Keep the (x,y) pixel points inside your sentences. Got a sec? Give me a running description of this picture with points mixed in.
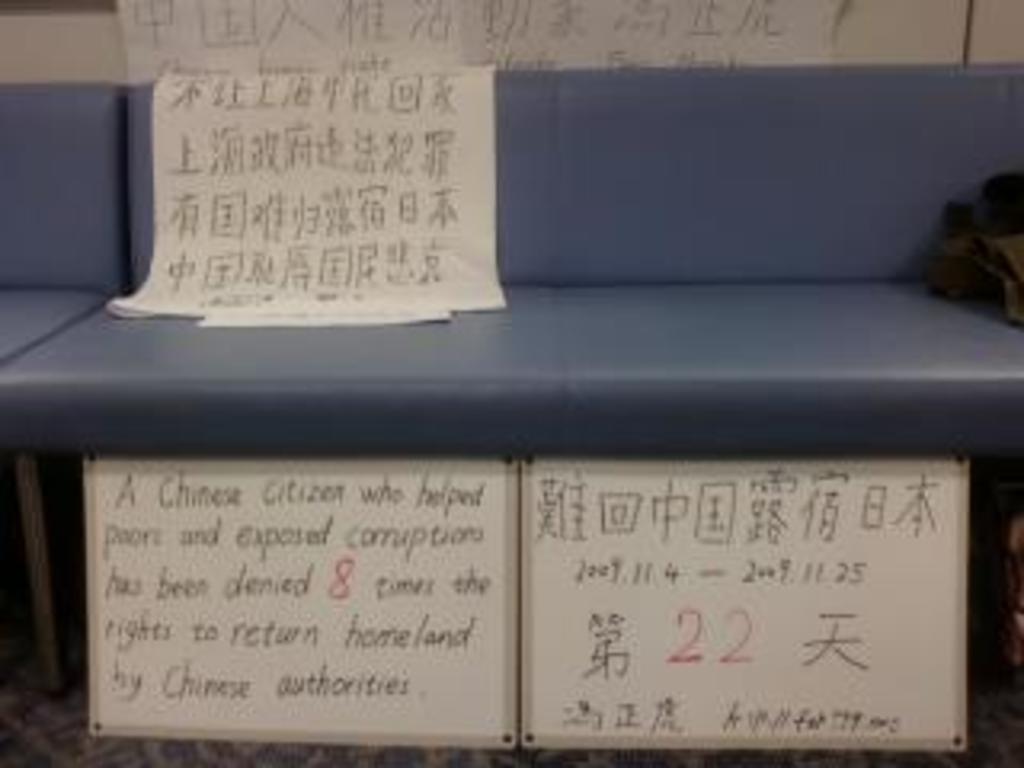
In the foreground of this image (300,145), there are papers (349,121), boards (624,530) and a leather seat (730,309) like an object (814,232). On the right (971,218), there is a black object (980,241).
